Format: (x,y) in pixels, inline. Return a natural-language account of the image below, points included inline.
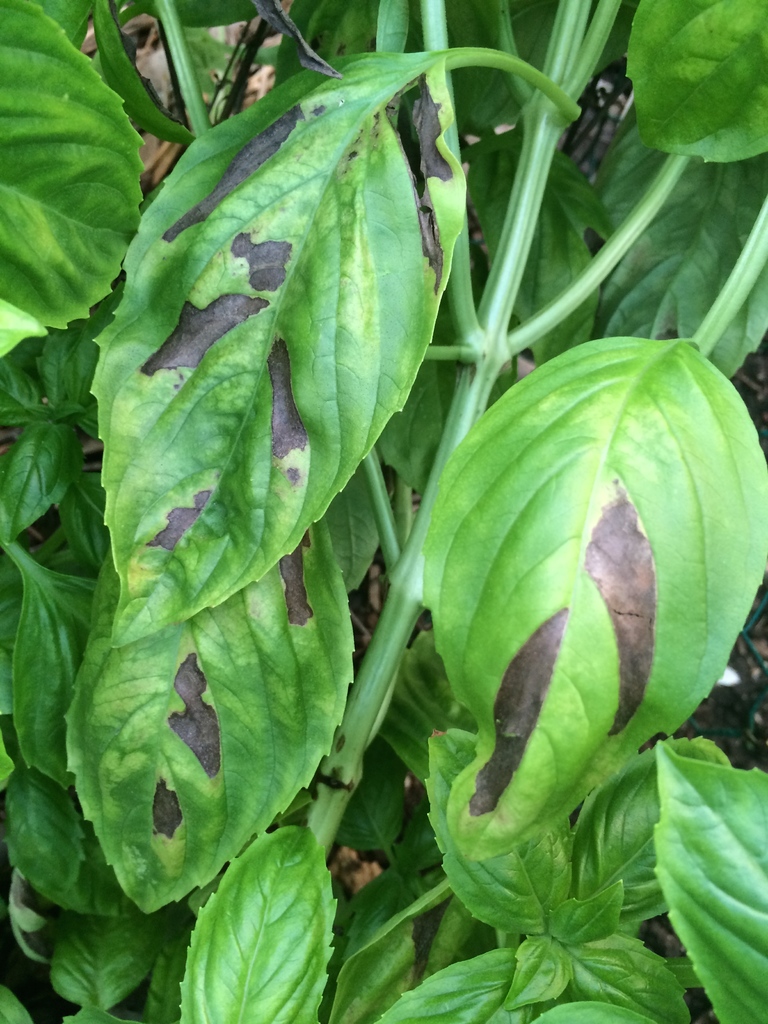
In the picture we can see green color leaves (295,301) to the plants (170,932).
